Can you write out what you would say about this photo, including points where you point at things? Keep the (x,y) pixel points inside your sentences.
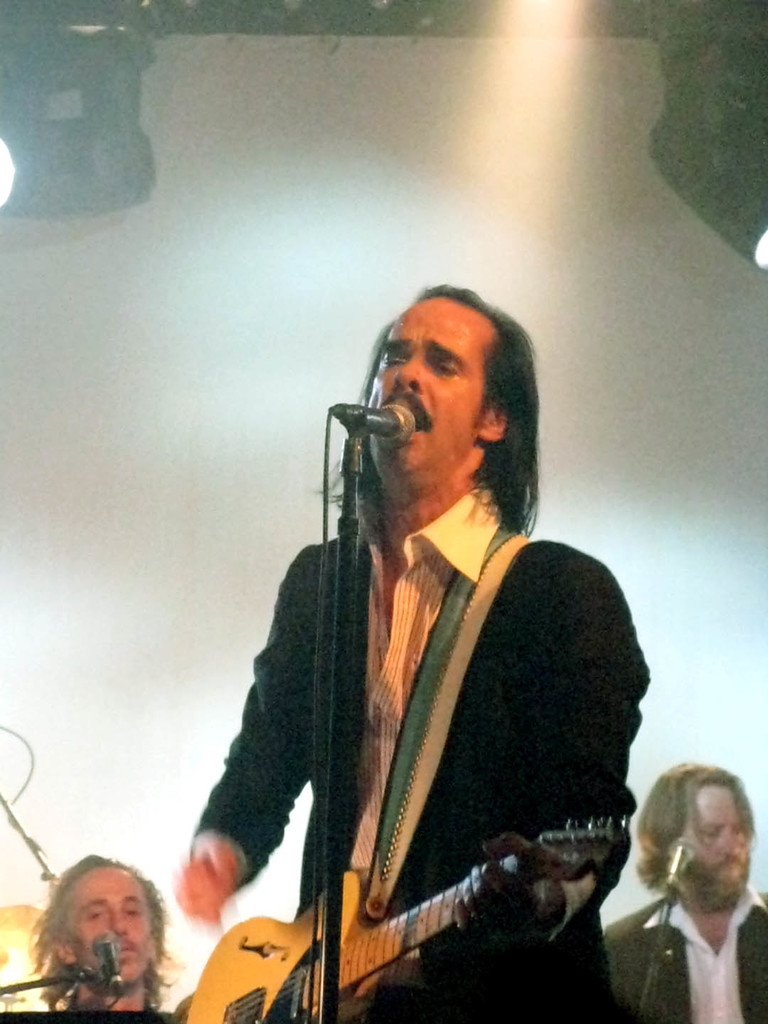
Front this man (495,730) wore black suit (562,817), playing guitar (374,924) and singing in-front of mic (384,430). Far there are persons (732,950), in-front of them there is a mic (674,851). On top (529,7) there are focusing lights (46,158).
